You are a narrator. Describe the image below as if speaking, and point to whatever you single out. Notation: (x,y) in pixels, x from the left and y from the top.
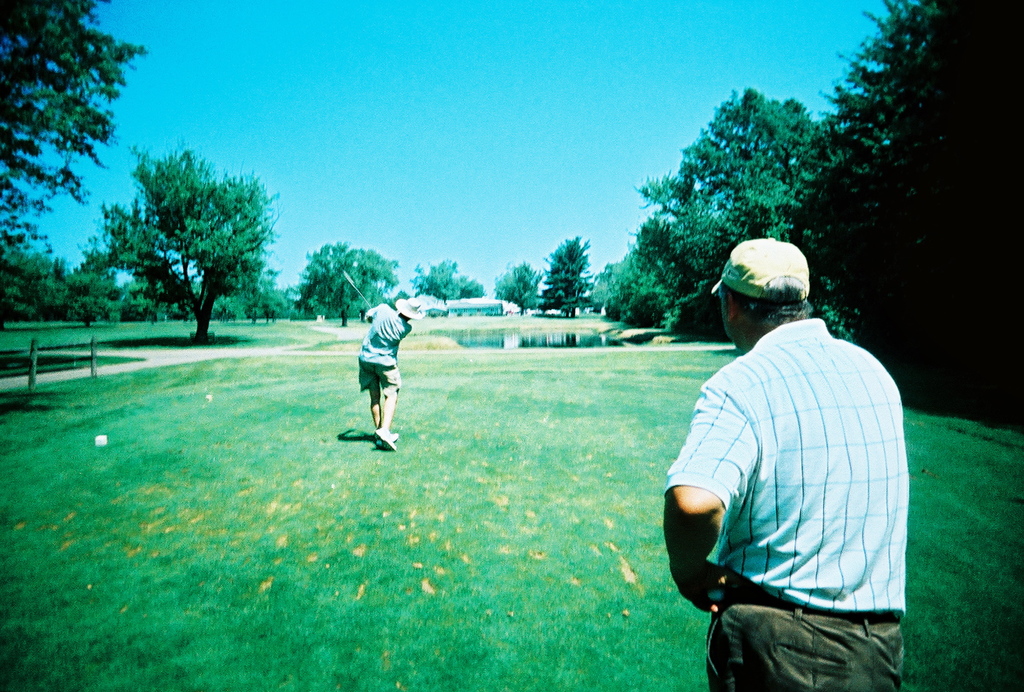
In this image we can see a man (779,269) wearing a cap (778,255). Also another person (372,350) wearing a hat (408,310) is holding a golf club (364,298). On the ground (361,478) there is grass (386,506). On the left side (45,368) there is a fencing (45,368). There are trees (605,280). In the back (542,335) there is water (529,332). Also there is sky (288,97).
